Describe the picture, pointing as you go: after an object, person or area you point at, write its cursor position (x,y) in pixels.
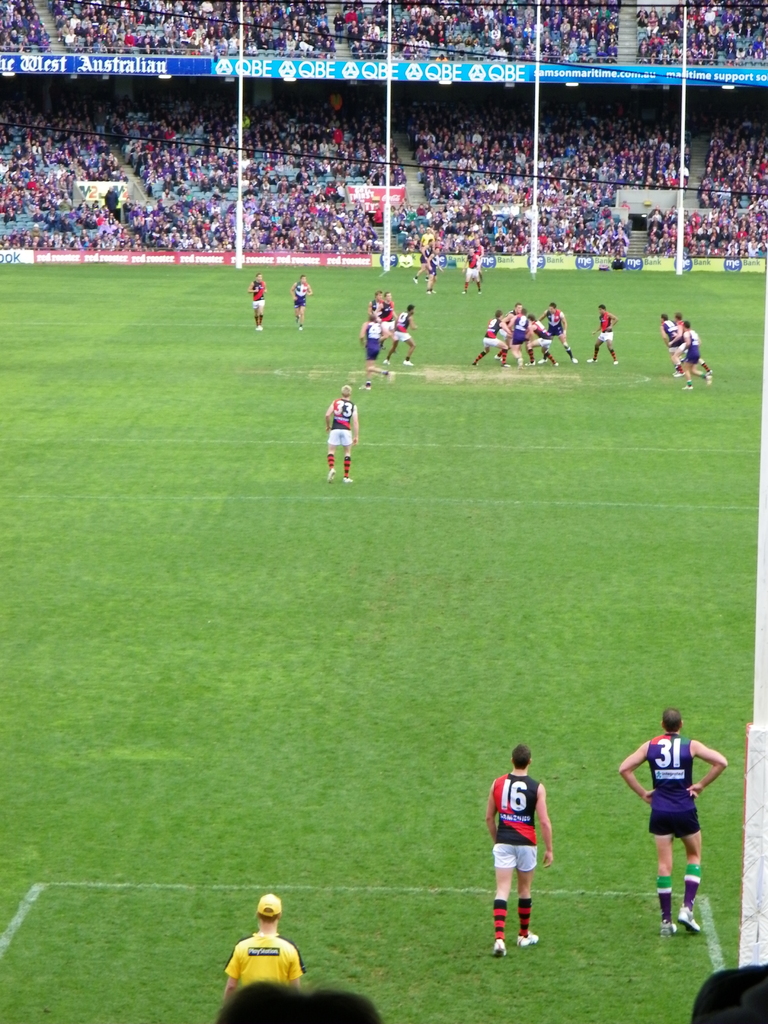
In this picture there are people (332,475) and we can see grass (261,590). In the background of the image (464,74) we can see poles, stadium (481,83), hoardings (478,69), wires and these are audience (427,152).
